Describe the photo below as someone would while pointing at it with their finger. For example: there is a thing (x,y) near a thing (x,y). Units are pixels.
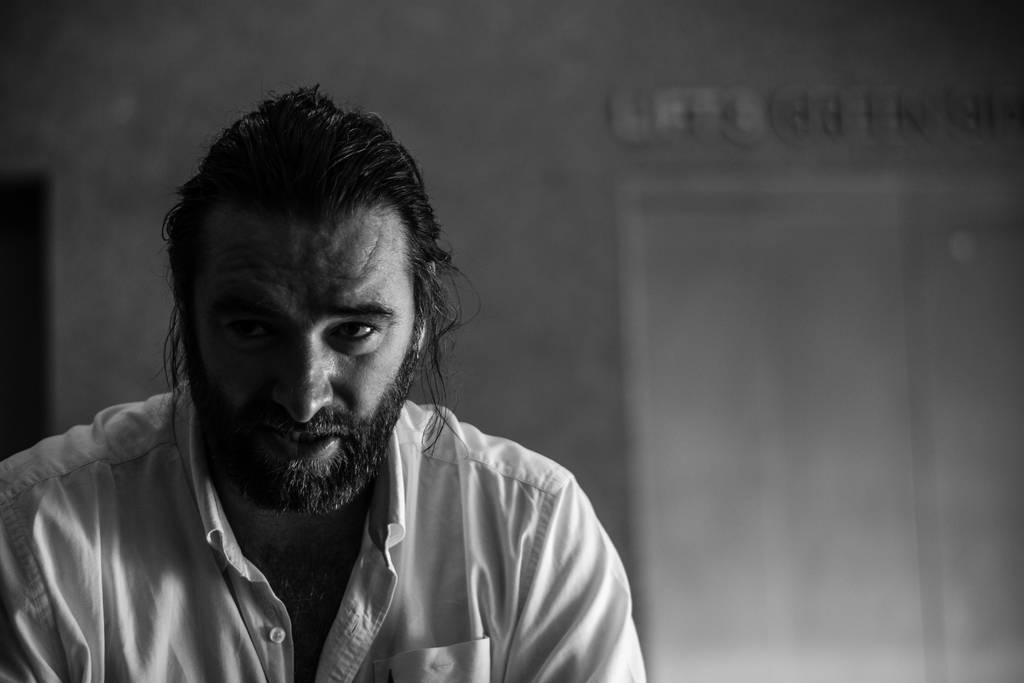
In this picture I can see a man (240,543) and looks like a door (740,395) in the back (792,316).
